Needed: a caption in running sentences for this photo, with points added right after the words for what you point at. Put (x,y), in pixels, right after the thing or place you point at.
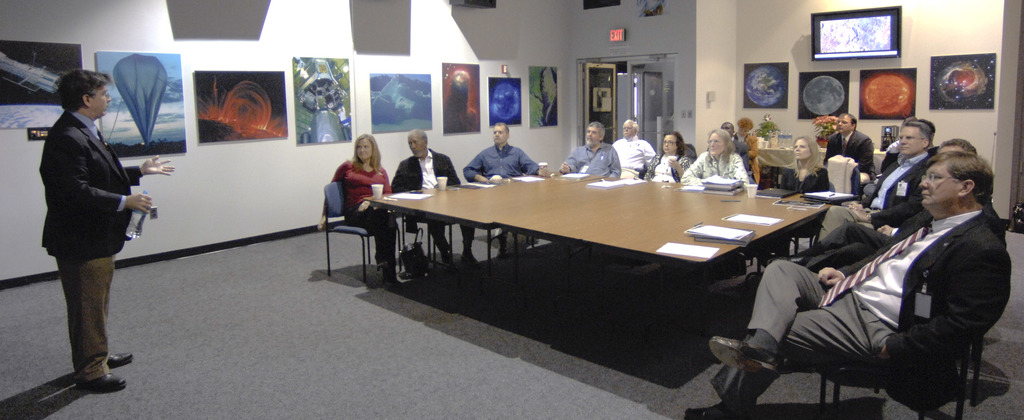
On the background of the picture (472,89) we can see a wall (441,88) and few frames (787,102) over it. This is a door (620,73) and a exit sign board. here we can see a man (107,361) standing and holding a bottle (135,220) in his hand (139,202) and explaining something to these persons (995,210). This is a floor (448,369). Here we can see all the persons (878,202) sitting on chairs (333,217) in front of a table (702,195) and on the table (725,218) we can see papers (710,232), glasses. Here we can see a house plant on the table (784,157) and few bottles (789,141). This is a television (850,55).
